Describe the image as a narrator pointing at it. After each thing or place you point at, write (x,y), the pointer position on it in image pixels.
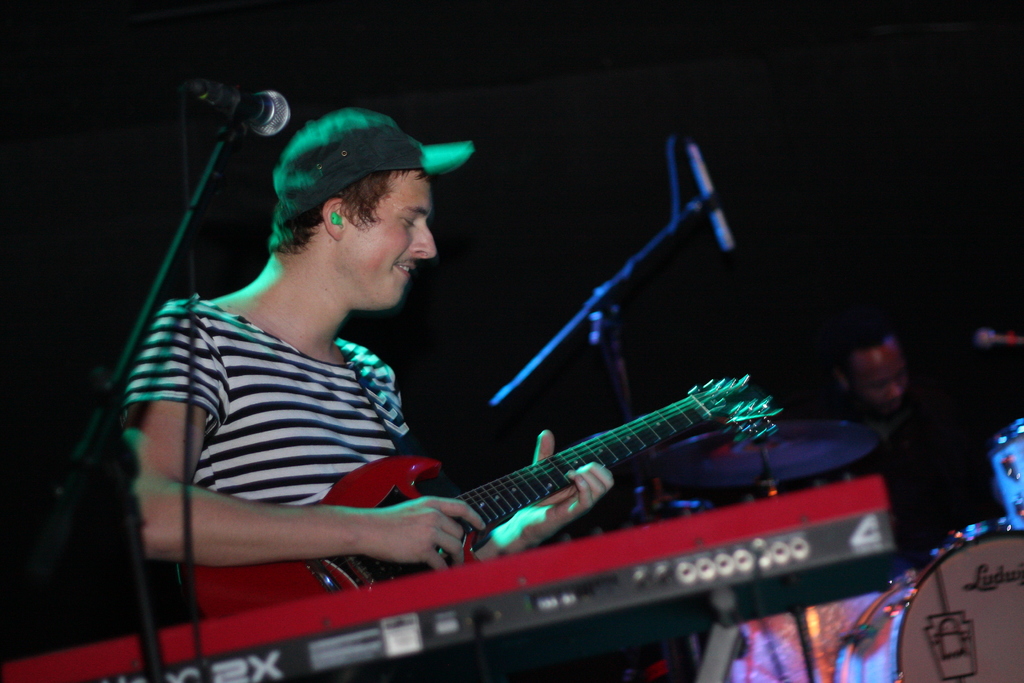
In this image there is a man (245,423) standing and playing a guitar (243,593), at the back ground (991,670) there is another man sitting and playing the drums (976,633), and there is a dark back ground (24,589).
